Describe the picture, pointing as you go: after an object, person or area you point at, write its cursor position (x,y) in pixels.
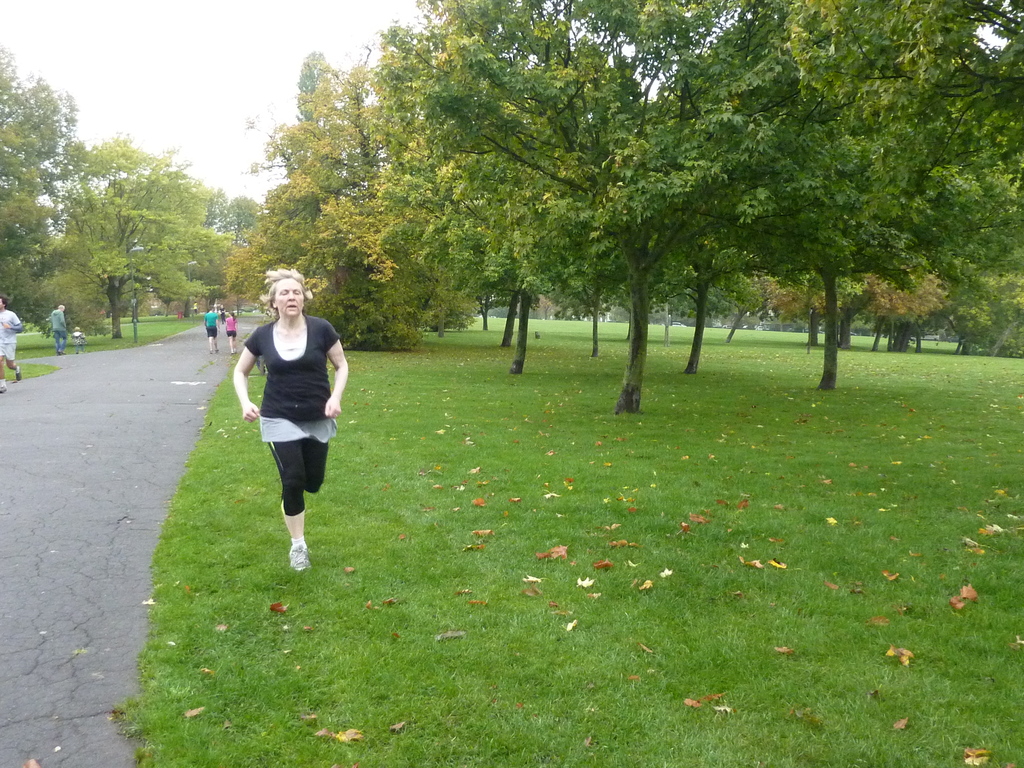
In this image we can see there is a woman (297,548) running on the grass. On the left (336,641) and right side of the image (696,490) there are trees (511,308) and grass (523,441). In the background (275,43) there is a sky (270,84).
